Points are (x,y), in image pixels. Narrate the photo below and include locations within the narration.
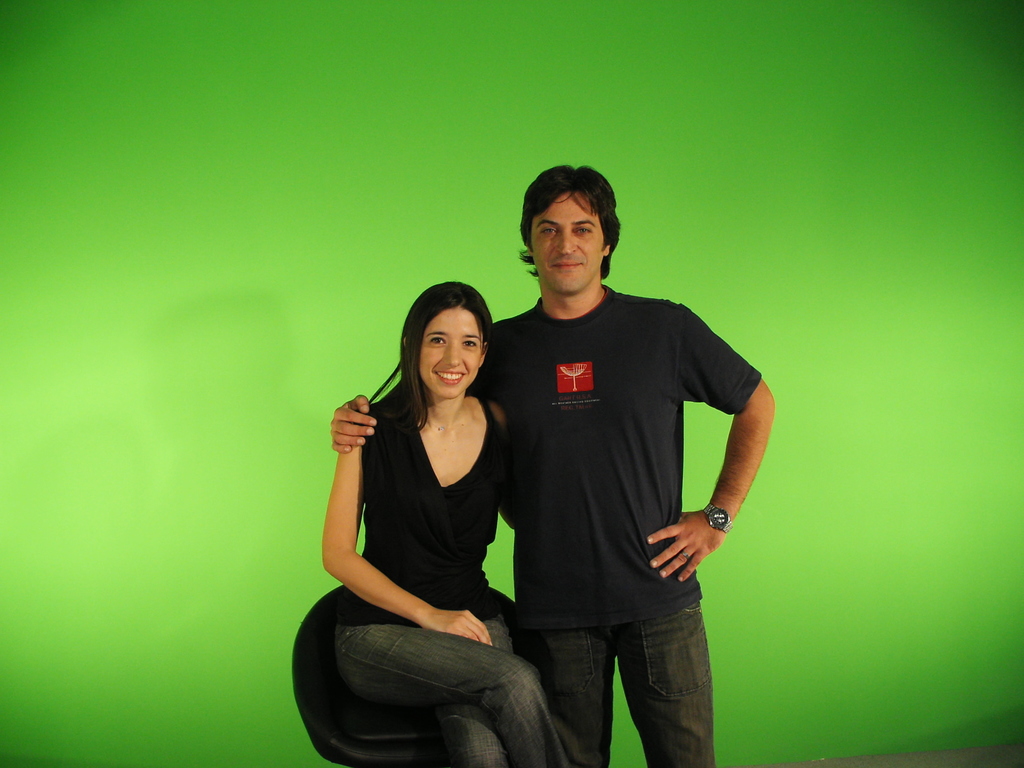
In this image there is a girl (357,634) sitting on the chair (356,718) with a smile on her face (453,391), beside her there is a person (514,417) standing, behind them there is a wall (857,554) in green color.
